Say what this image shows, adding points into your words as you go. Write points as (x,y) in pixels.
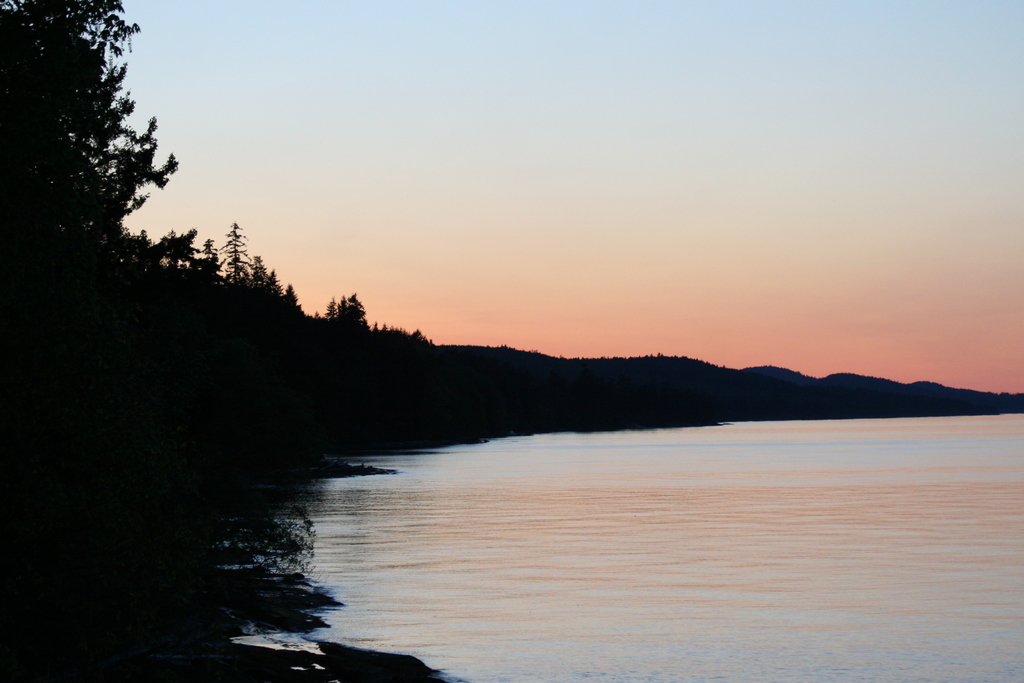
In this image we can see some trees (224,294), mountains (539,357) and water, in the background (491,59), we can see the sky (483,63).
